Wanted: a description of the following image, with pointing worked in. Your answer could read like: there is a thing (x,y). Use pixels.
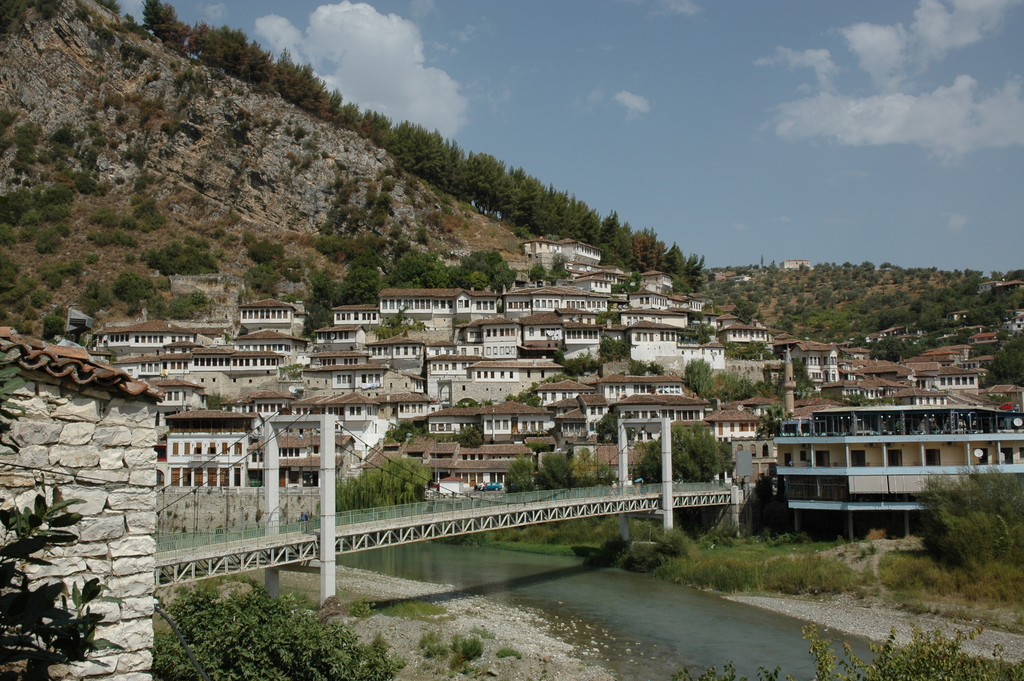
In this image in the center (476,376) there are some houses (317,461), and there is a bridge (686,491) and pillars (663,449) and on the left side (47,454) there is a house (51,552) and plants (257,638). And at the bottom (587,610) there is a pond (774,620), sand (443,643), grass (407,613) and some plants (302,639). And in the background (358,258) there are mountains (411,190) and trees (870,280), at the top (730,169) there is sky (715,129).
